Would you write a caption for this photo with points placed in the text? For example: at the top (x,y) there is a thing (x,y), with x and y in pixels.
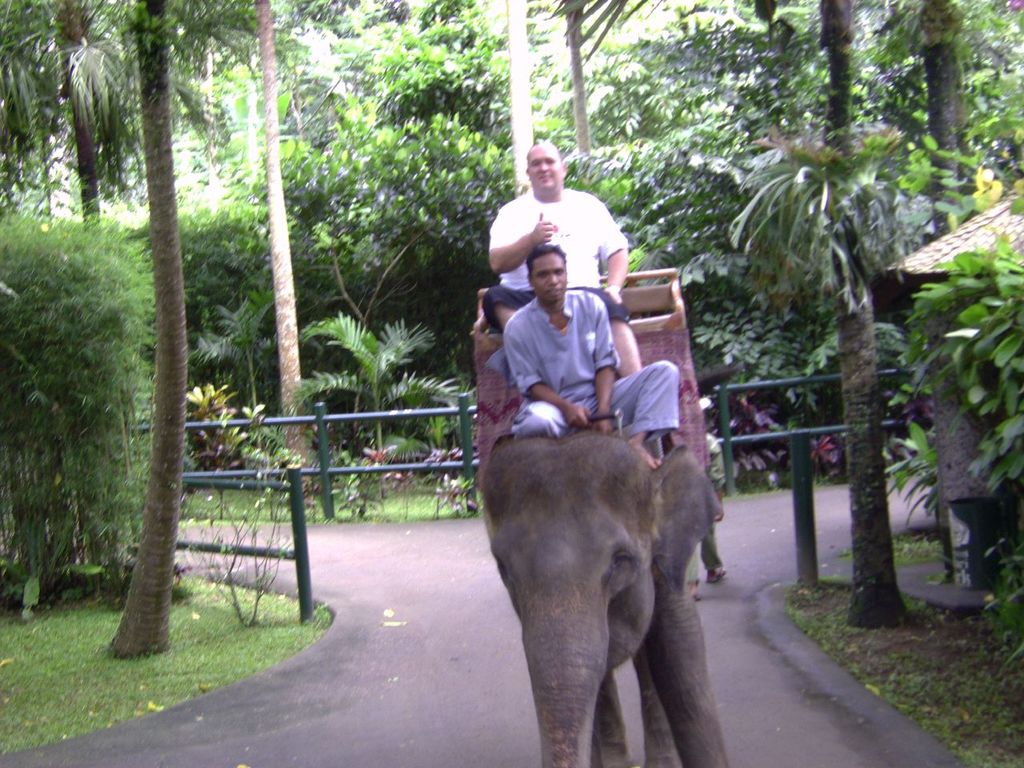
This 2 persons (616,361) are sitting on a elephant (593,462). Far there are number of trees (437,351) and plants (343,336). This is fence (328,422). Grass (57,650) is in green color.
